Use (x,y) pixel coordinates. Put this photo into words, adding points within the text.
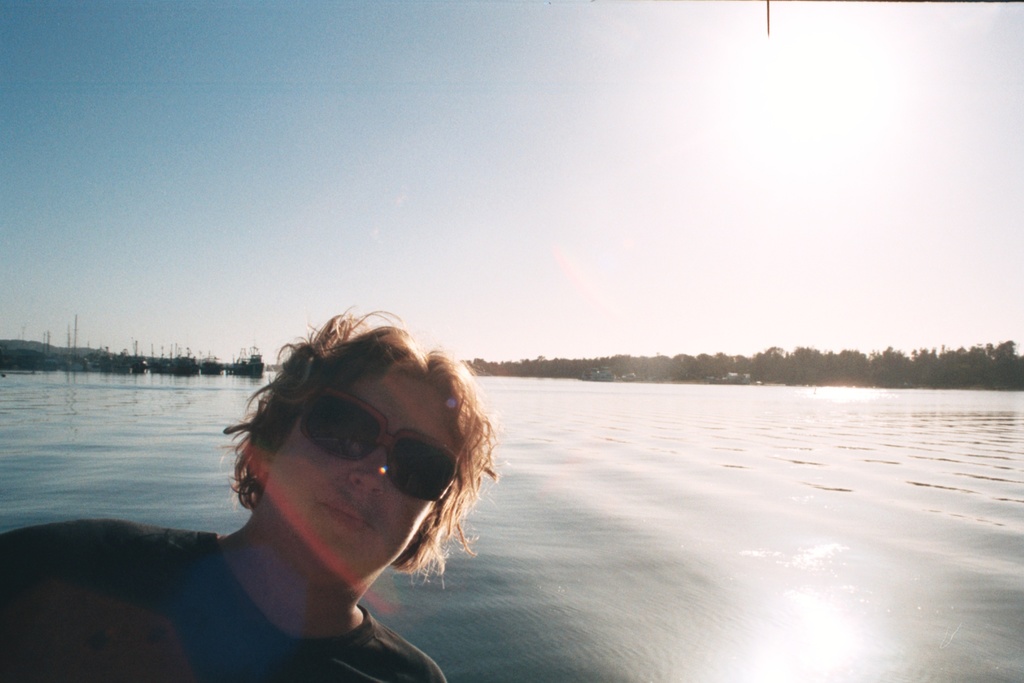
In this picture I can see a person (373,336) with spectacles (312,421), there are boats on the water (643,393), there are trees (695,369), hills (14,352), and in the background (428,211) there is sky (346,145).
